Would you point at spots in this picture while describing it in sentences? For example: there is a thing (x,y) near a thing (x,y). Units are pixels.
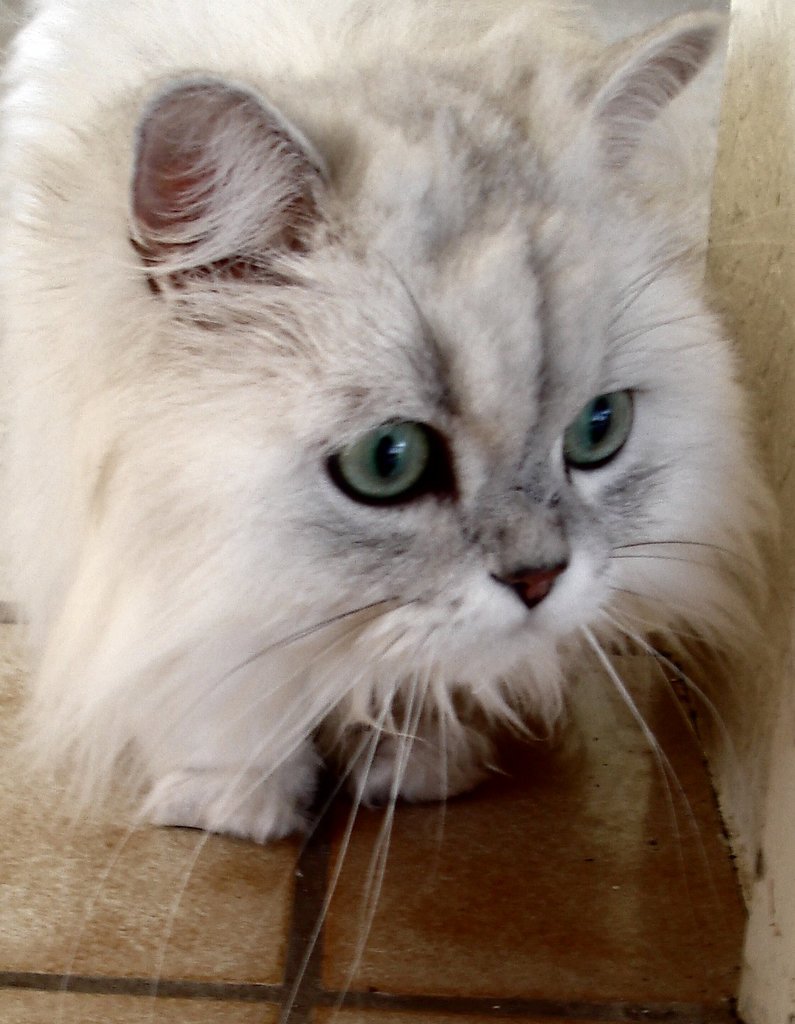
This picture shows a white color cat (524,331).
